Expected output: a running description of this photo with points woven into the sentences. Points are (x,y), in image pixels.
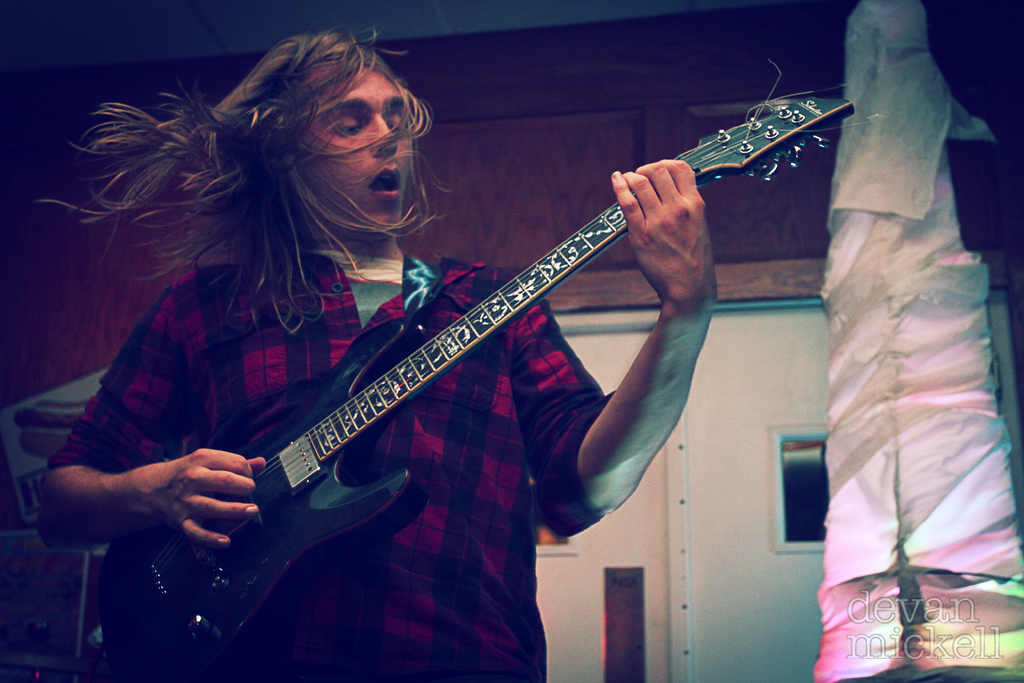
In this picture there is a boy (322,154) at the left side of the image (332,67) who is playing the guitar (329,422), there is a door (729,322) behind the boy (464,673) and the boy (443,447) is expressing something from his expression.
